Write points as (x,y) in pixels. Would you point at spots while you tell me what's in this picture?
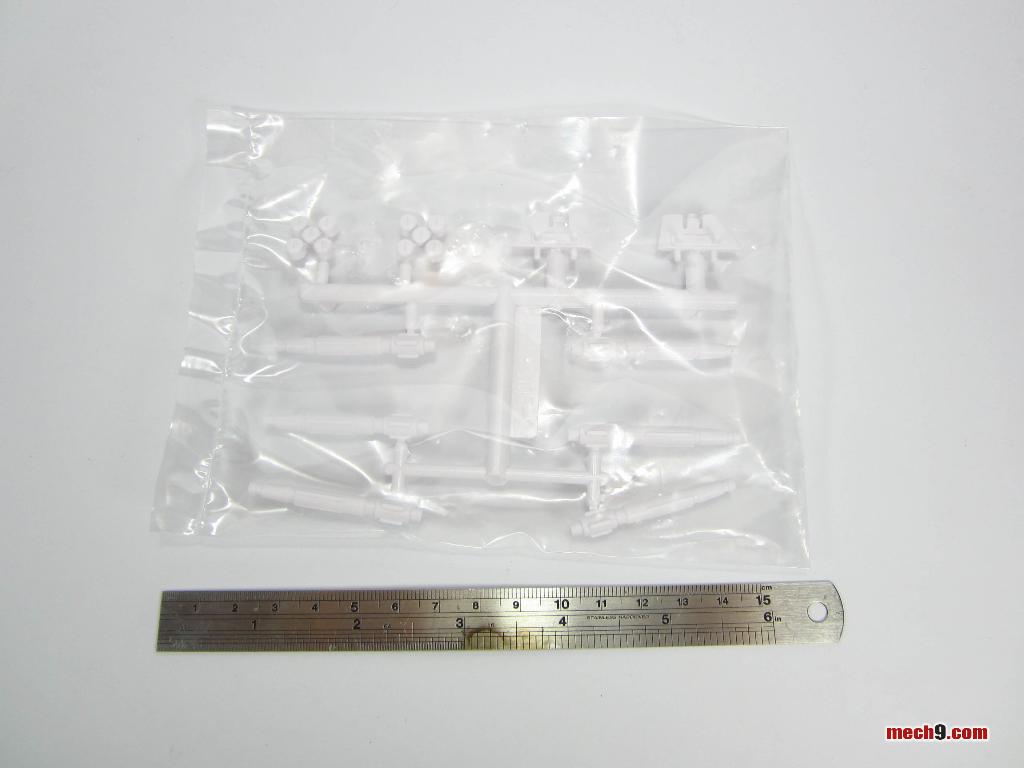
The picture consists of stainless steel scale (498,608) and some plastic objects (558,213) in a packet (568,233), they are placed on a white surface (126,135).
